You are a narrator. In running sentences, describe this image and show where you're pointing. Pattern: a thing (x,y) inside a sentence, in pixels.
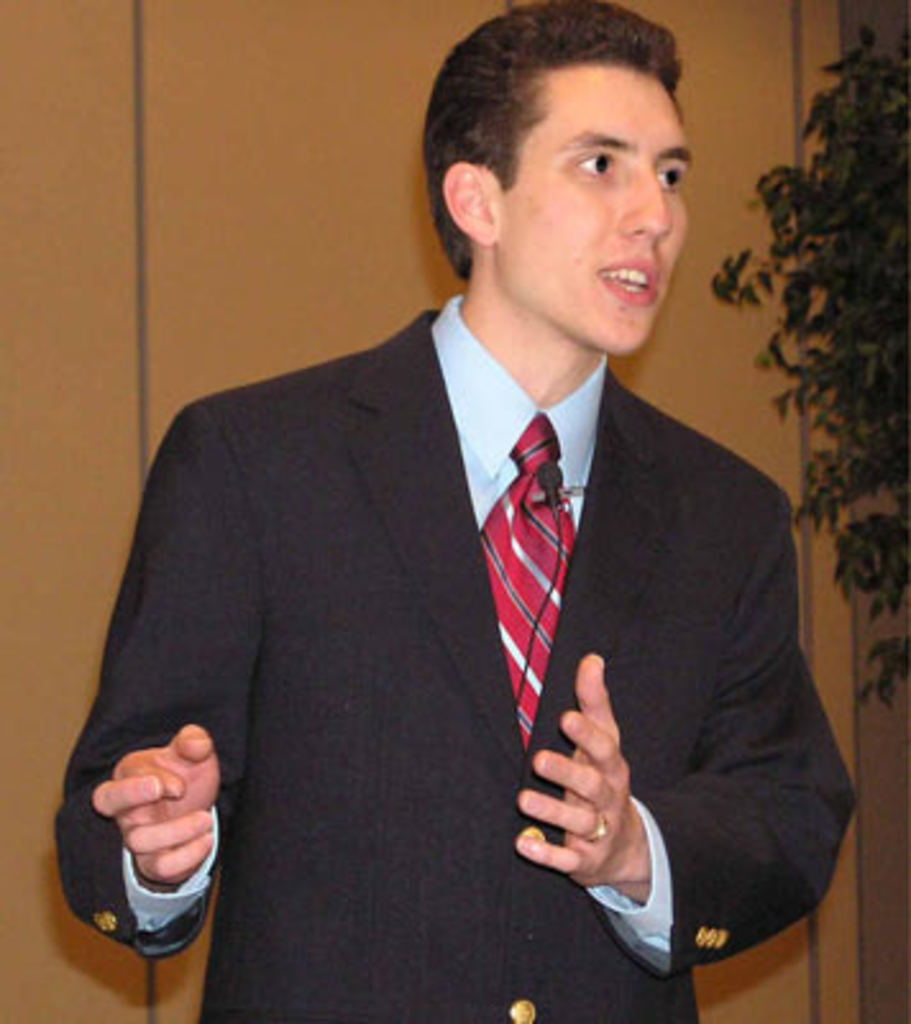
In the picture we can see a man (210,891) standing and talking something doing an action with the hand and he is in a black blazer (774,909), red color tie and shirt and behind him we can see a wall (735,88) and beside it we can see a part of a plant (898,376).
